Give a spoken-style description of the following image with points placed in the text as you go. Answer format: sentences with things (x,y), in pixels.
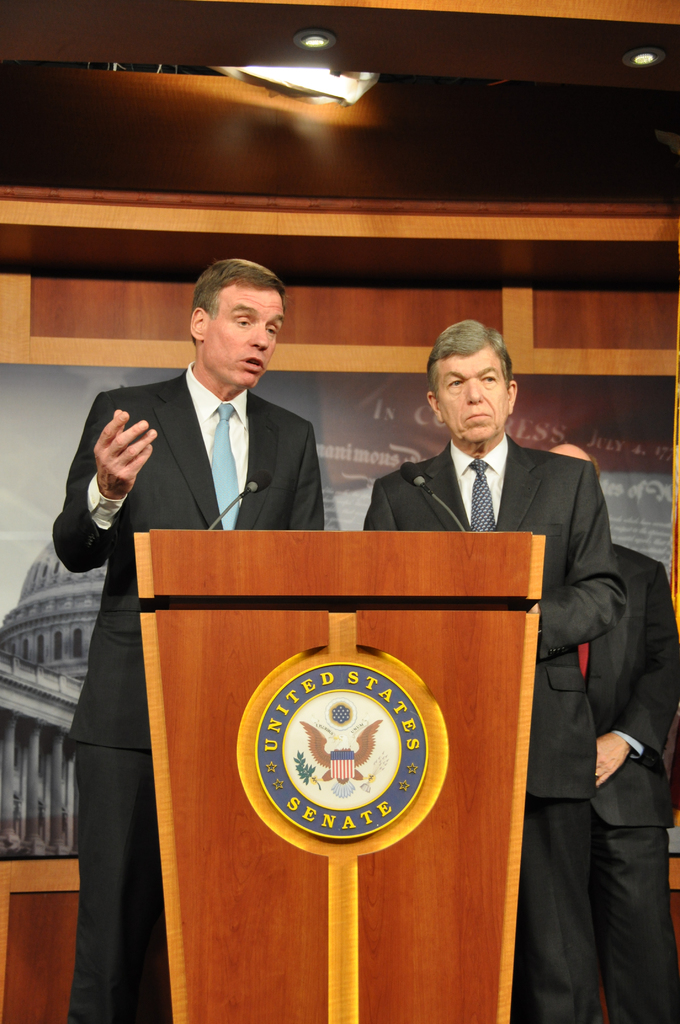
In the image, it is a meeting and there is a podium (350,999) and behind the podium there are two men (439,471) standing and the person (276,406) standing to the left side (214,432) is speaking something and behind these two people (600,503) there is another man (613,753) standing in front of the wall (412,289) and on the wall (628,312) there is a black and white poster (48,680).
